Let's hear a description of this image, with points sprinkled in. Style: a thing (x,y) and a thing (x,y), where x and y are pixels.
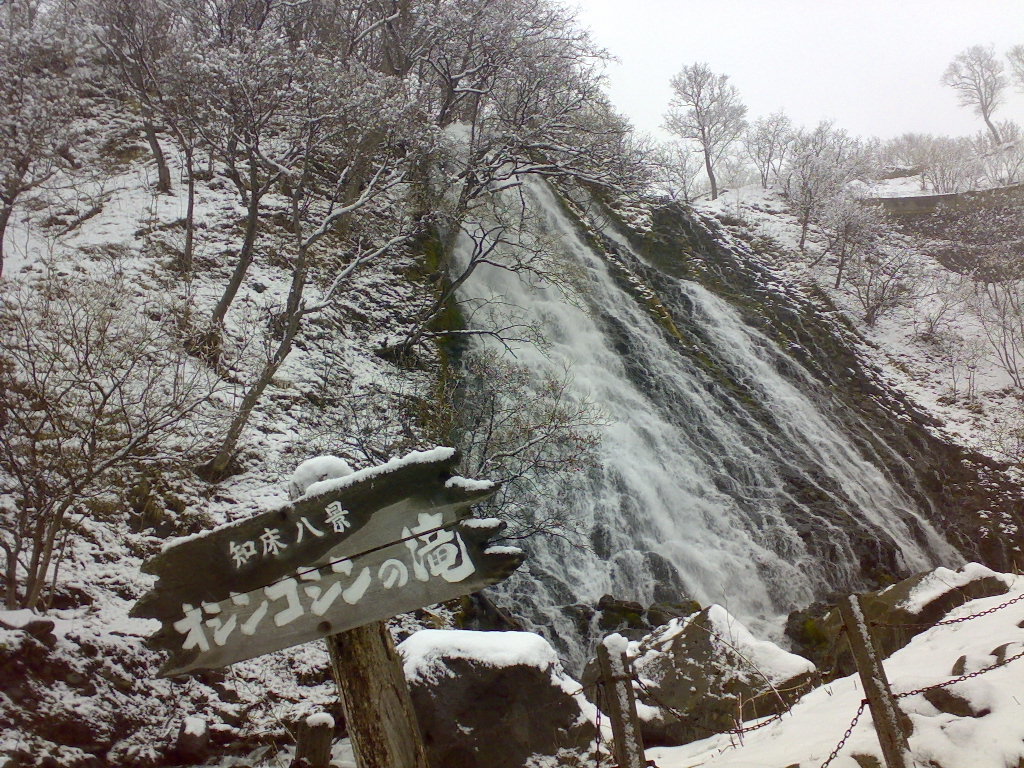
In this picture, we can see a wooden pole (353,646) with a board (310,527) and beside the pole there is a fence (329,744), trees (223,107), snow (333,485) and sky (795,79).
